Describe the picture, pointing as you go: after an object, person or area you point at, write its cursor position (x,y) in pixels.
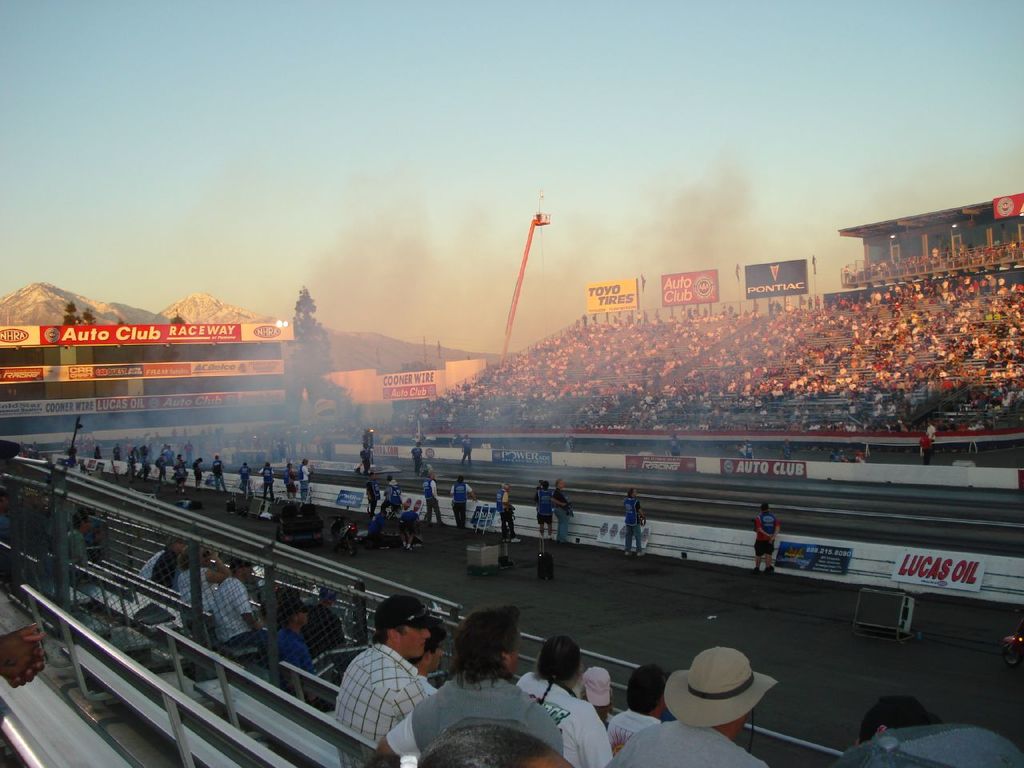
This picture shows few people (717,373) seated and few are standing and we see a building (182,419) and hills (375,347) and we see smoke (447,257) and a crane (505,330) and few advertisement hoardings (698,272) and a blue sky (605,171).
